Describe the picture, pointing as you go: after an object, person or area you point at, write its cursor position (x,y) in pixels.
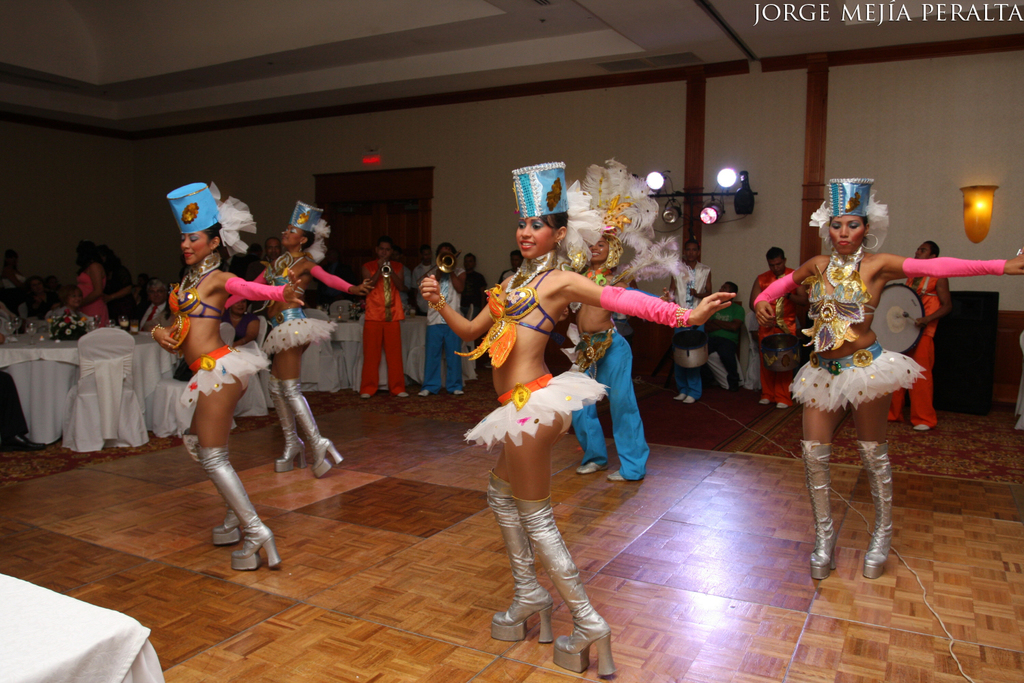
In this image there are tables (28,398), chairs (104,424), flower vases (59,334), glasses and people (56,316) on the left corner (108,291). There are people (823,440) with costumes (494,309) in the foreground (710,304). There are people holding objects (919,338), there are lights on the wall (749,156) in the background (762,272). And there is roof (747,34) at the top (440,80).
